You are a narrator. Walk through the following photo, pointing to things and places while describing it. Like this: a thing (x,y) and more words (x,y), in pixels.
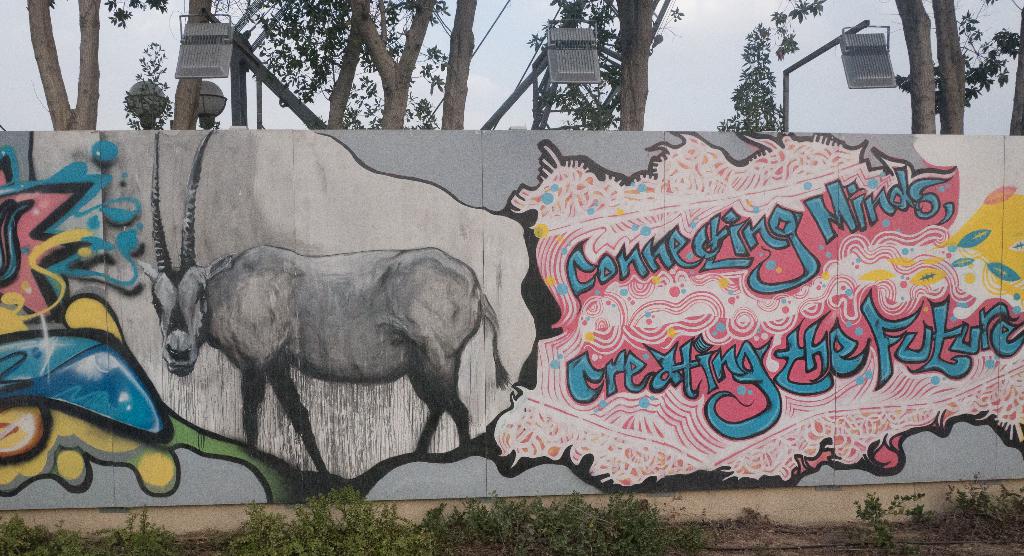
In this image there is a hoarding (317,307) with text (777,245) and pictures (428,326) on the wall (506,364), on top of the hoarding (418,272) there are focus lights (205,75) and trees (193,89), in front of the hoarding (499,348) there is grass (626,531).
